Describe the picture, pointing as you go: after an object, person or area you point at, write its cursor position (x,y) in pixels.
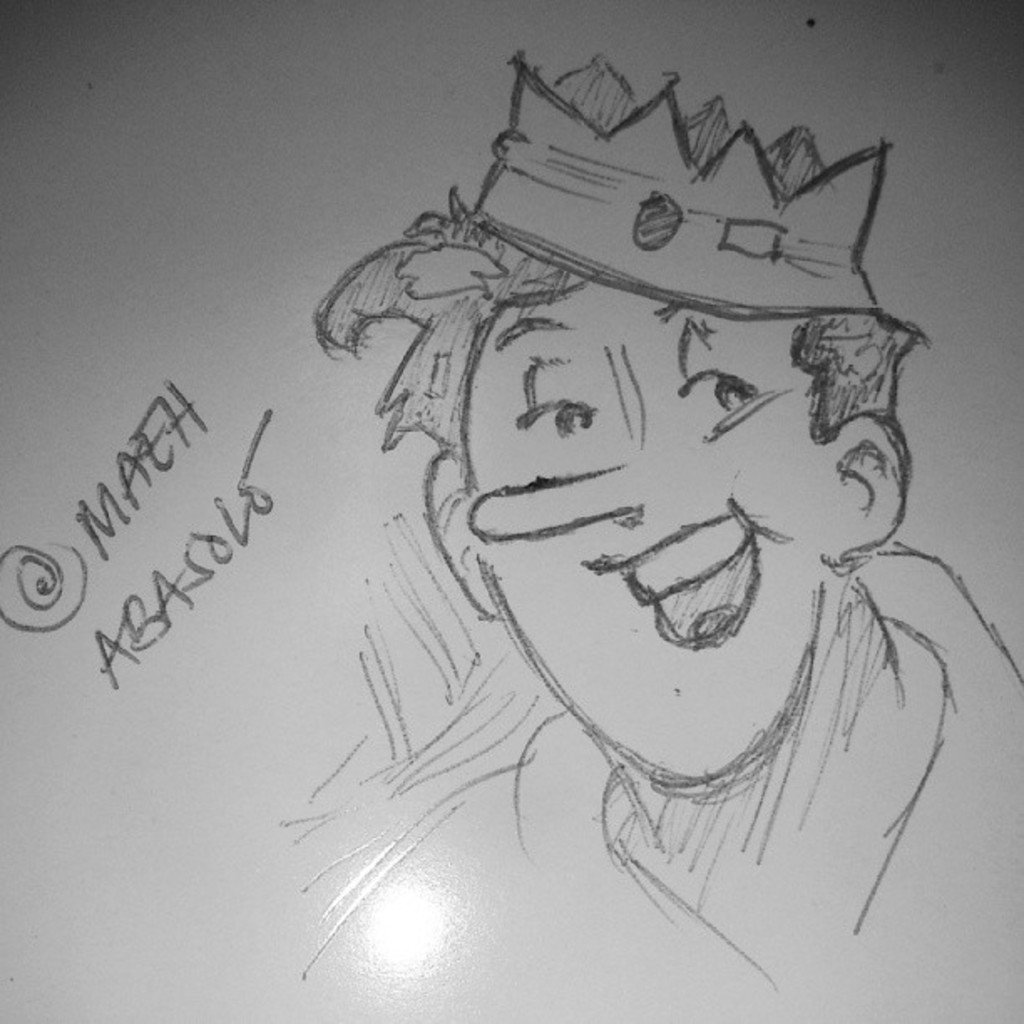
In this image we can see a sketch (636,608) of a person (642,484), beside the person (712,488) there is some text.
